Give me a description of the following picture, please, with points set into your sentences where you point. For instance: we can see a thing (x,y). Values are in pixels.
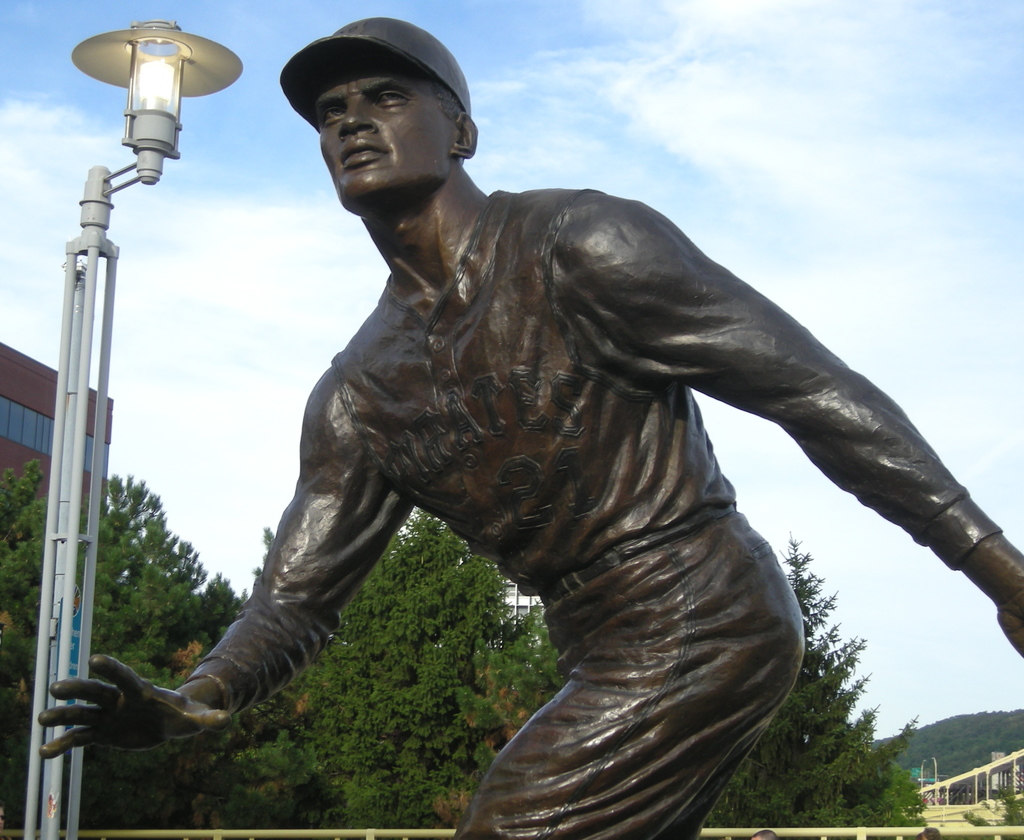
In this picture there is a statue (426,120) in the center of the image (661,422) and there are trees (450,654) in the background area of the image (226,616), there is a pole (59,600) on the left side of the image (77,291).
